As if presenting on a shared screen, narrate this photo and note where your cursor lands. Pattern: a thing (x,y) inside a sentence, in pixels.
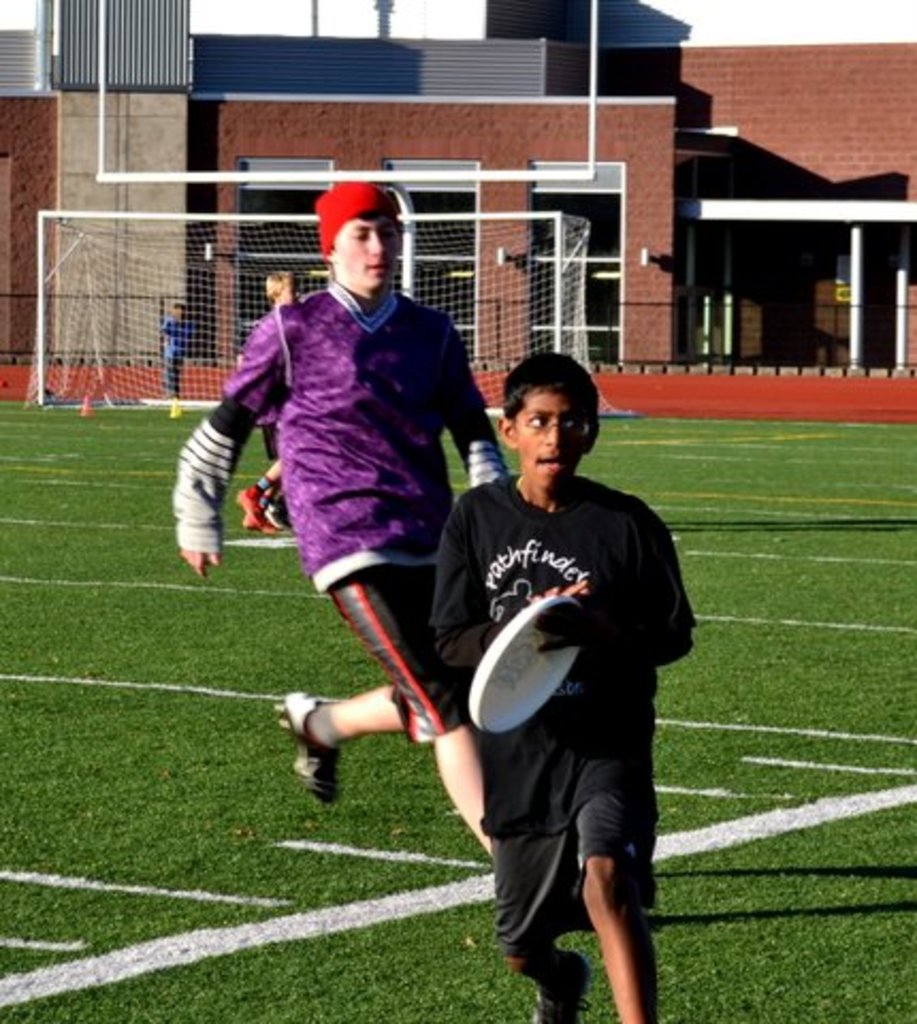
This image is taken in a stadium (128,513). In the center (424,491) there are persons (434,513) playing. In the background (221,303) there is a net (203,306) and there is a building (633,140) which is red in colour. On the ground (860,749) there is grass (808,729).
